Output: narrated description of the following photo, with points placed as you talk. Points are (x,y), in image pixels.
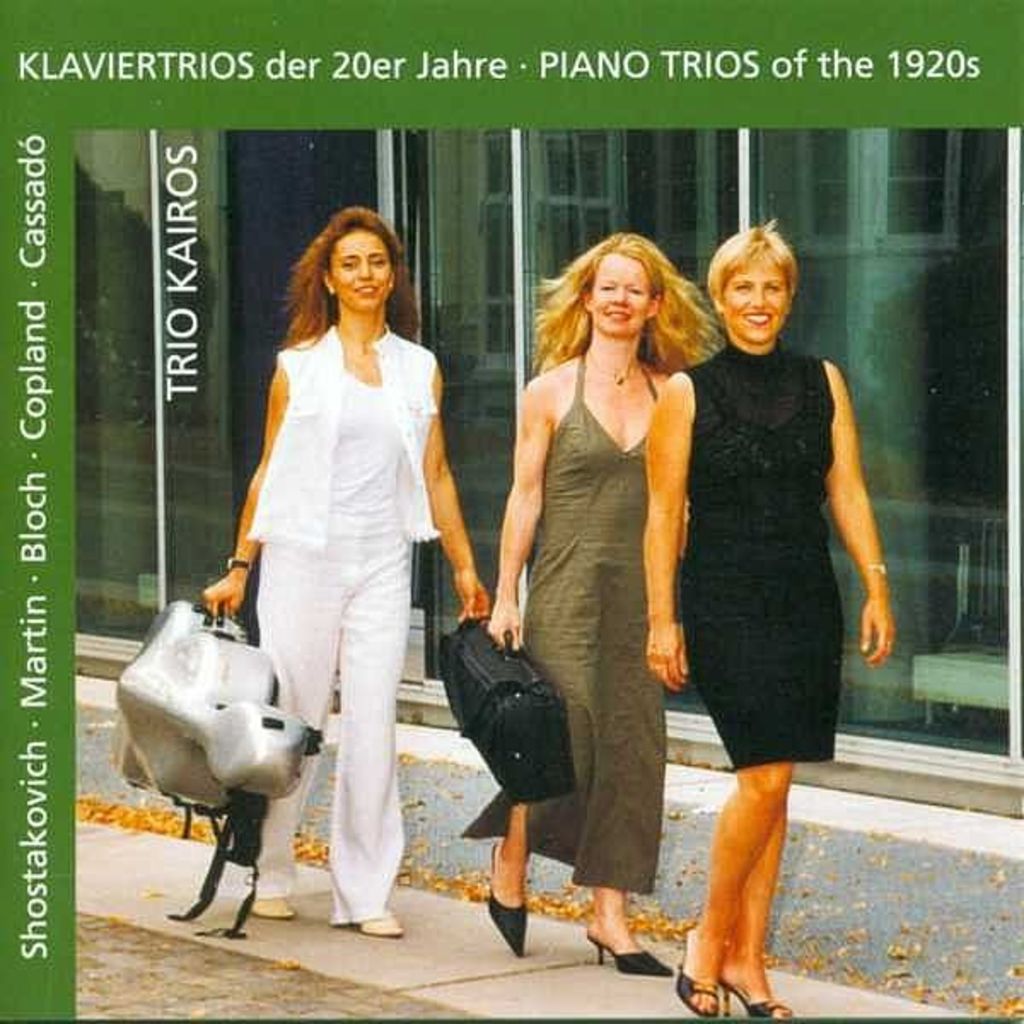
In this image I can see three women (633,523) are standing and smiling among them these two women (395,620) are holding bags (268,753) and other objects (222,726) in their hands (508,622). In the background (233,391) I can see framed glass wall (862,365). Here I can see some water marks (609,65) on the image.
